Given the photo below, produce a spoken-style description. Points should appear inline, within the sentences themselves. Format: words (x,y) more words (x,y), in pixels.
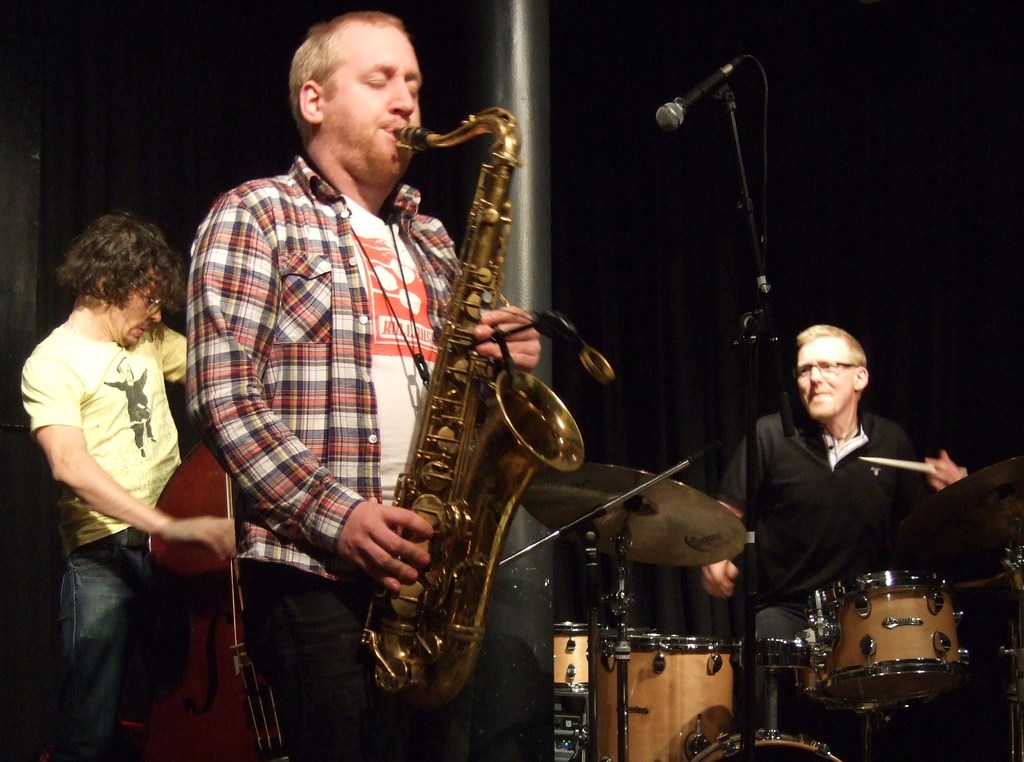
There are three persons (361,424). They are playing a musical instruments (711,514). On the right side of the person (807,480) is sitting on a chair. He is wearing a spectacle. We can see in the background (790,340) microphone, black curtain (780,323).
